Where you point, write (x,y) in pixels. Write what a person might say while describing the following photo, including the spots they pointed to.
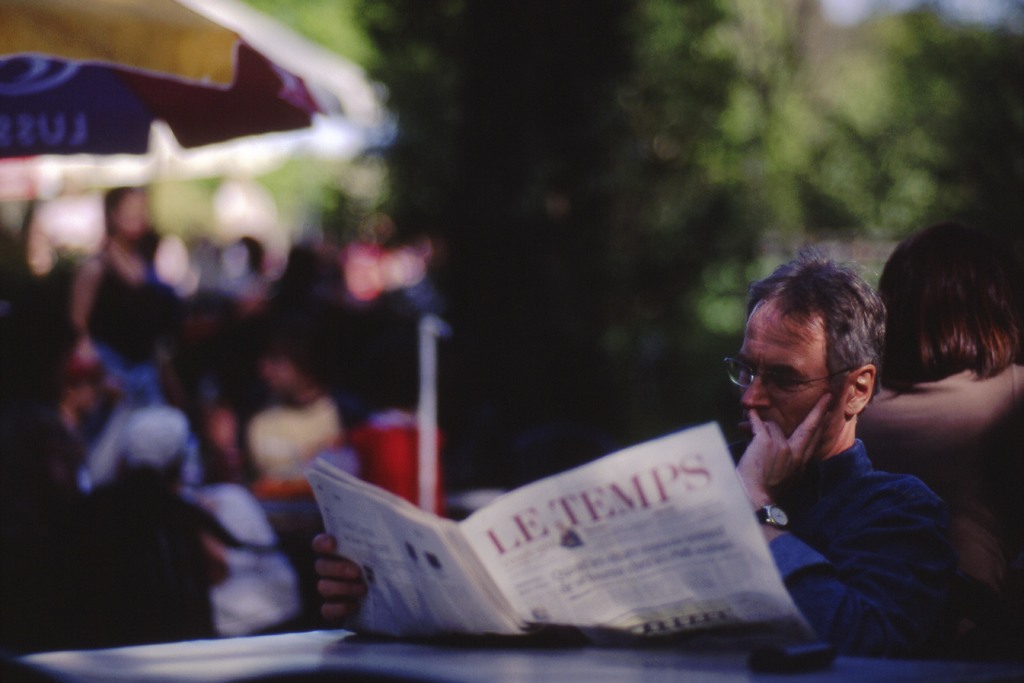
In this image we can see trees (576,79), one tent (215,119), some objects (399,443) on a surface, one object (776,650) on the table (293,666), some people (176,572) are sitting and one woman (151,316) is standing. One man (788,438) is sitting, holding a newspaper (453,574) and reading.
